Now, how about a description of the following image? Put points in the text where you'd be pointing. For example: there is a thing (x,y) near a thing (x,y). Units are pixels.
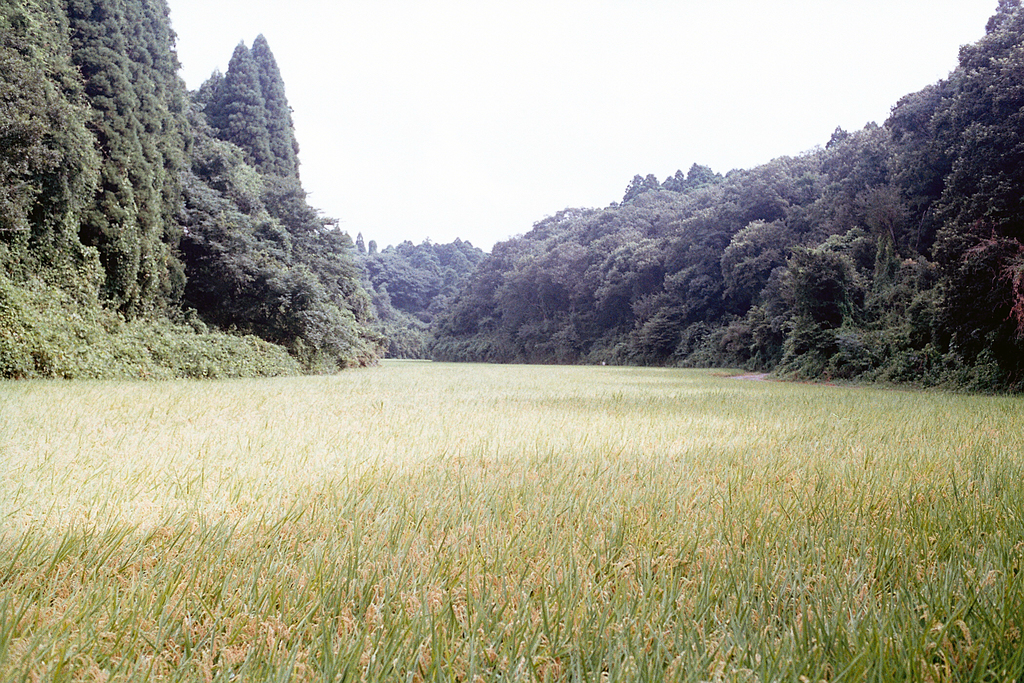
In this image we can see the ground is fully covered with the grass (589,409) and there are so many trees (623,362).
